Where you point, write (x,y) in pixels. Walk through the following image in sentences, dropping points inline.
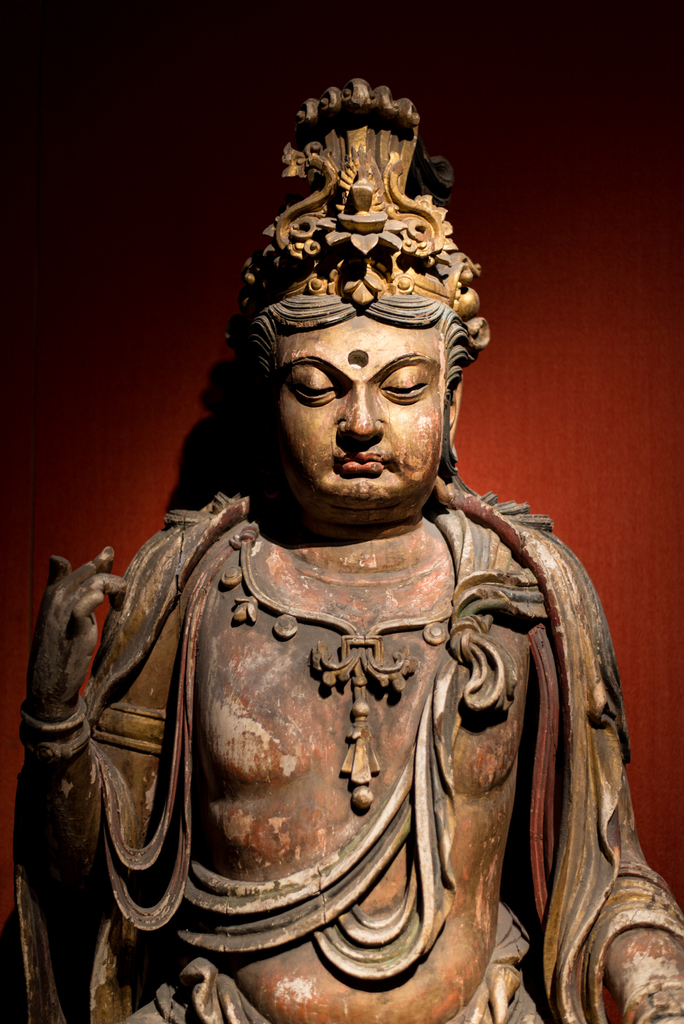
In this image we can see a sculpture (228,680) and in the background (221,284) the image is in red color.
